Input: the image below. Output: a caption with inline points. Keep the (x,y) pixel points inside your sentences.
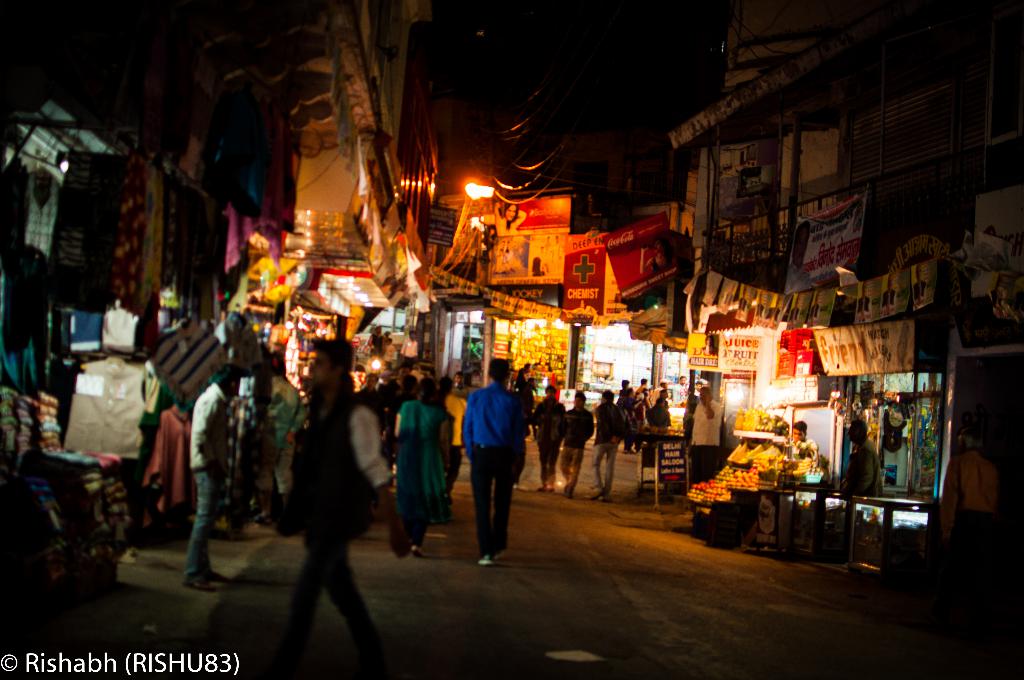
There are people (378,411) present on the road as we can see at the bottom of this image (595,525). We can see shops (468,340) in the background (332,312). There is a light (469,183) at the top of this image (482,198).
